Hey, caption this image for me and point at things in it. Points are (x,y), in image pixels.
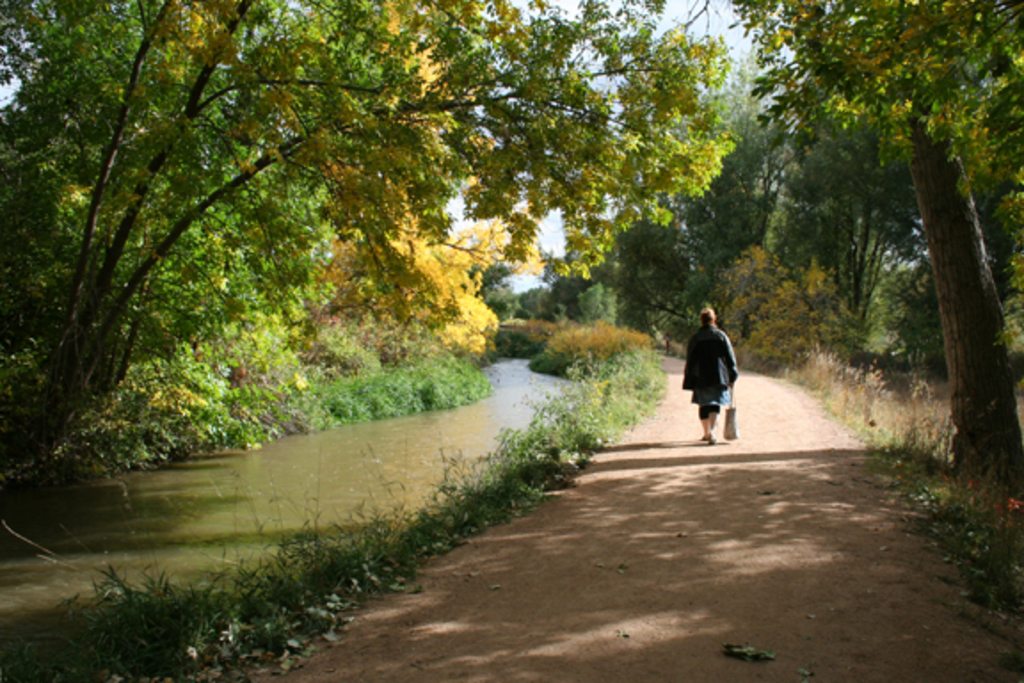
In this picture we can see a person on the ground (702,469) and this person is holding a bag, here we can see plants (520,453), water (426,457) and in the background (274,348) we can see trees (298,263), sky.
